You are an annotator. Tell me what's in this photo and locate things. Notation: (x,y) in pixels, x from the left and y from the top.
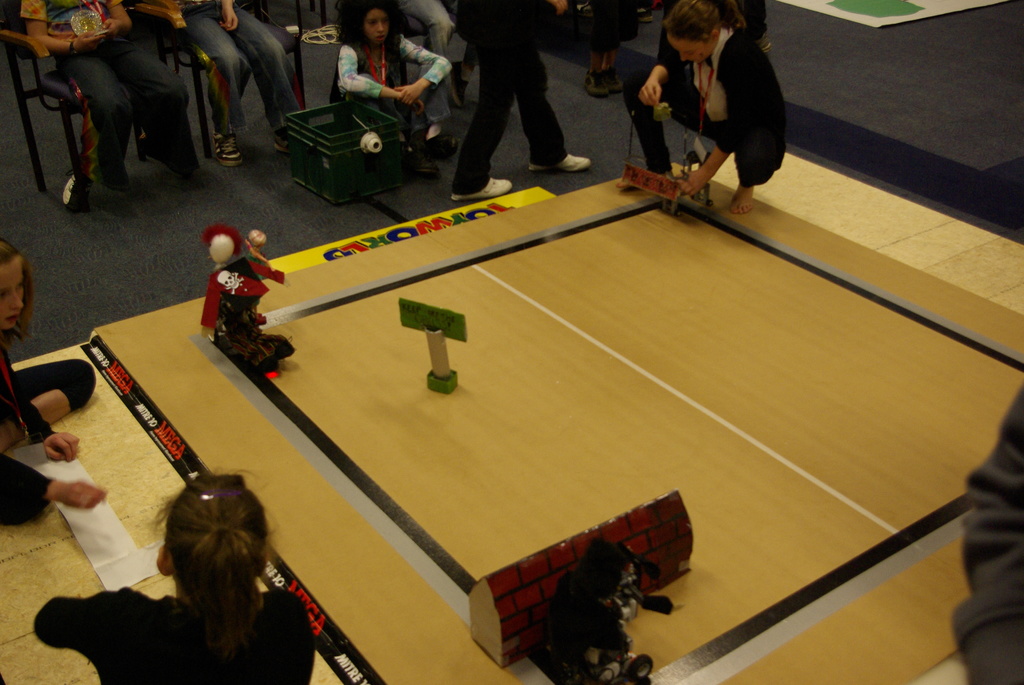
In this image we can see a person's (25,504) playing at a board (534,294). On the top of the image (381,66) we can see a persons (270,66) sitting.
